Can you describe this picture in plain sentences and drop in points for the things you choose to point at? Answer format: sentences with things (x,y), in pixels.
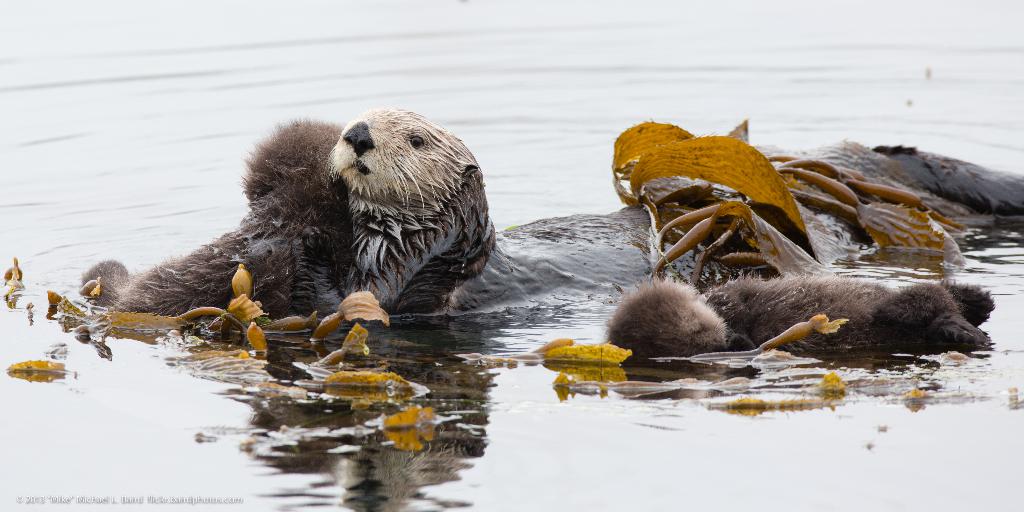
In this image we can see animals (660,288) and leaves (631,154) on the water (287,362).
